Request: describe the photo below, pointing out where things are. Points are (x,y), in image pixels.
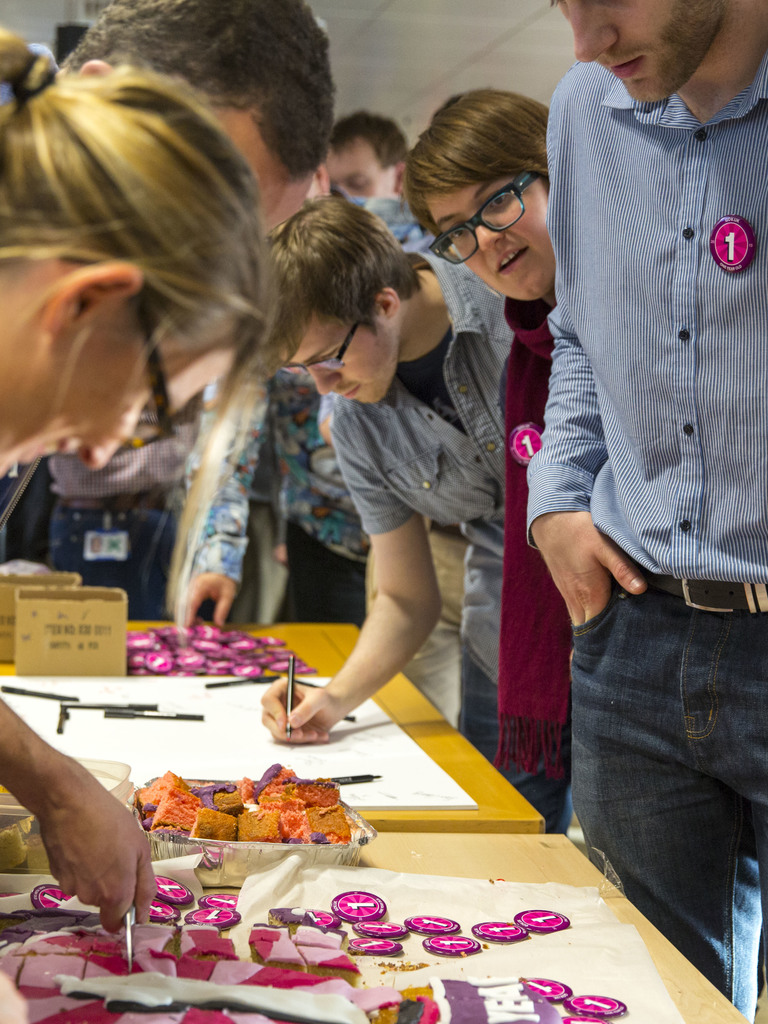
In this image there are group of people (273,736) standing together beside a table (310,653) on which we can see there is a person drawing something on paper (322,756) and also there are some objects (75,587).
